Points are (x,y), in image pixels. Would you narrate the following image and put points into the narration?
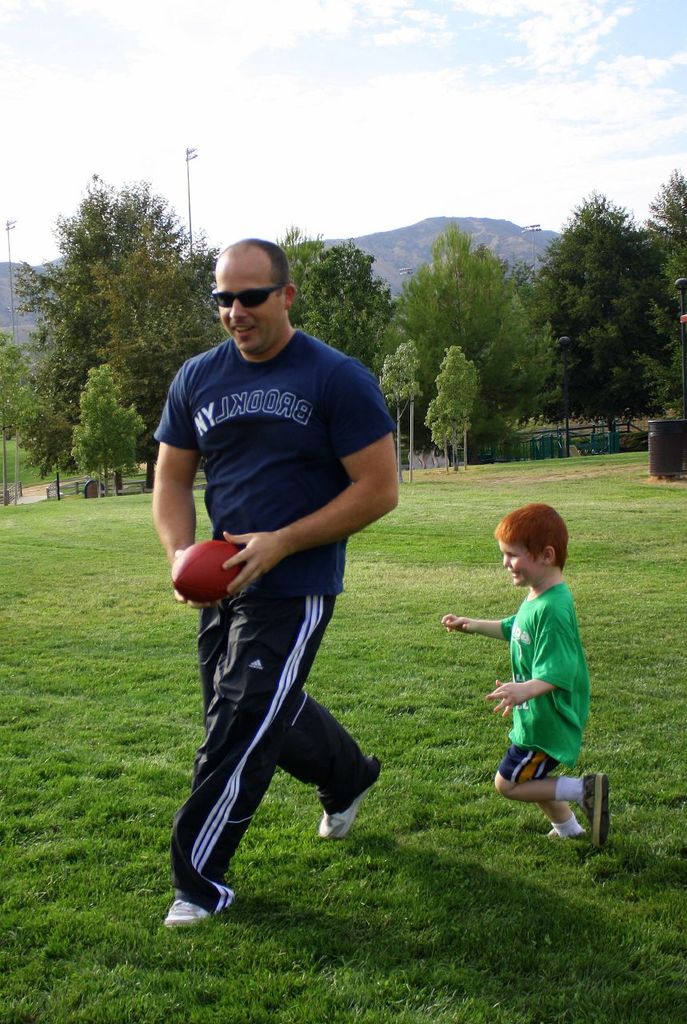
in the center (275,618) we can see one man (184,504) standing he is holding ball (188,570). Beside him we can see one boy (543,673). Coming to the background (542,100) we can see the sky (456,97) with clouds (319,143) and mountain (486,225) and trees (471,336).
